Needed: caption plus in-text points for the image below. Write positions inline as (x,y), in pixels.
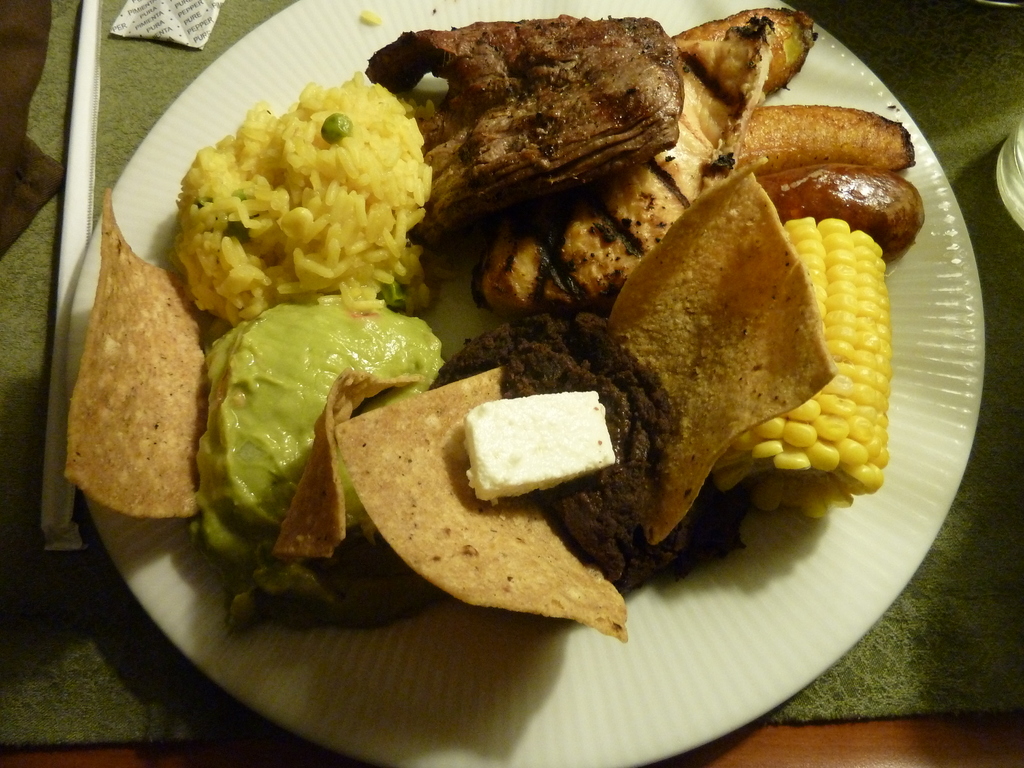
In this picture we can see food items (551,373) in the plate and this plate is on the platform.
